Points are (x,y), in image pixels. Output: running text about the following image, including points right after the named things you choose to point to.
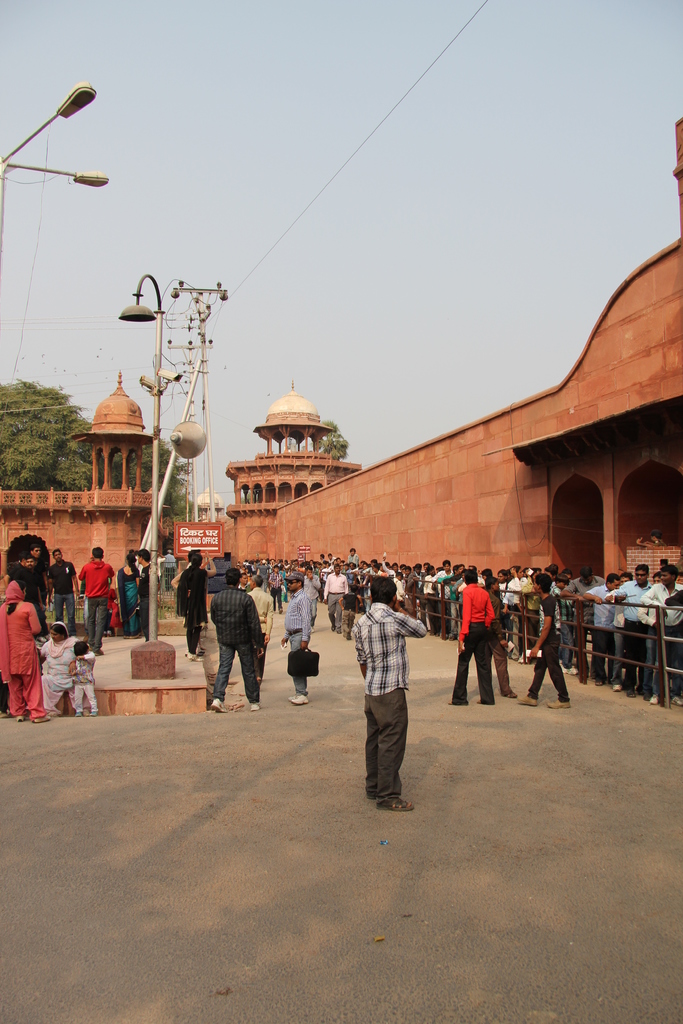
In this image there are a few people (369,690) standing on the road (277,663) and there are a few people (425,601) formed in a line beside a metal rod fence (585,626), beside them there are buildings (89,513) and trees (87,457), in this image there are lamp posts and electric poles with cables (173,391) on top of it.
